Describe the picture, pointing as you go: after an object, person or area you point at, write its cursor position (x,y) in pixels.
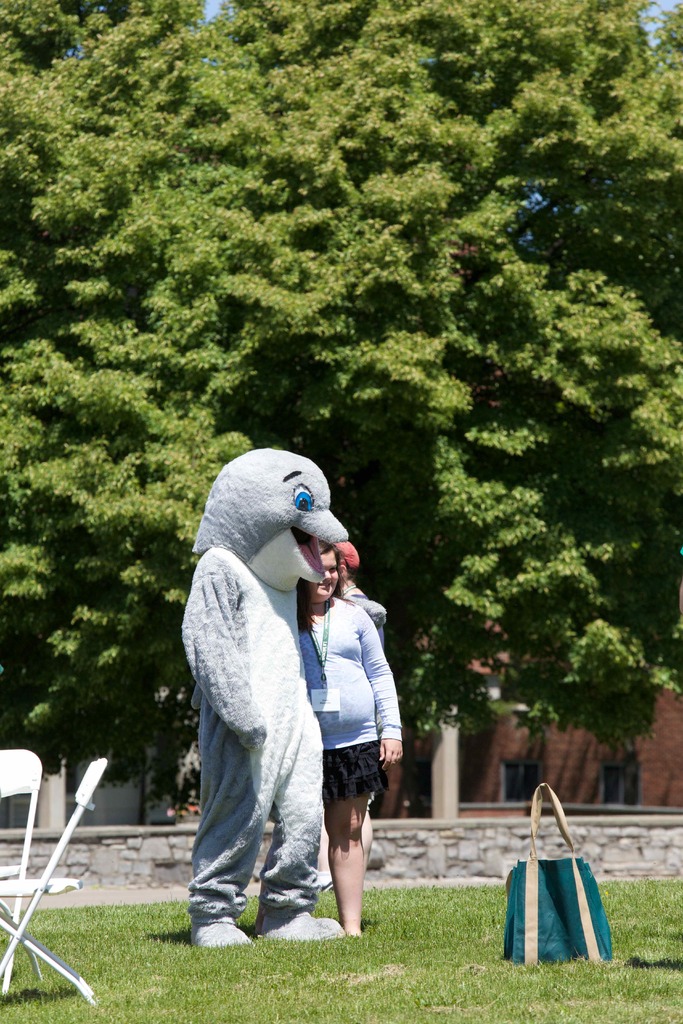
in this picture we see few trees (170,561) and two persons (334,787) standing and we can see two chairs (36,764) and a bag (538,808).
